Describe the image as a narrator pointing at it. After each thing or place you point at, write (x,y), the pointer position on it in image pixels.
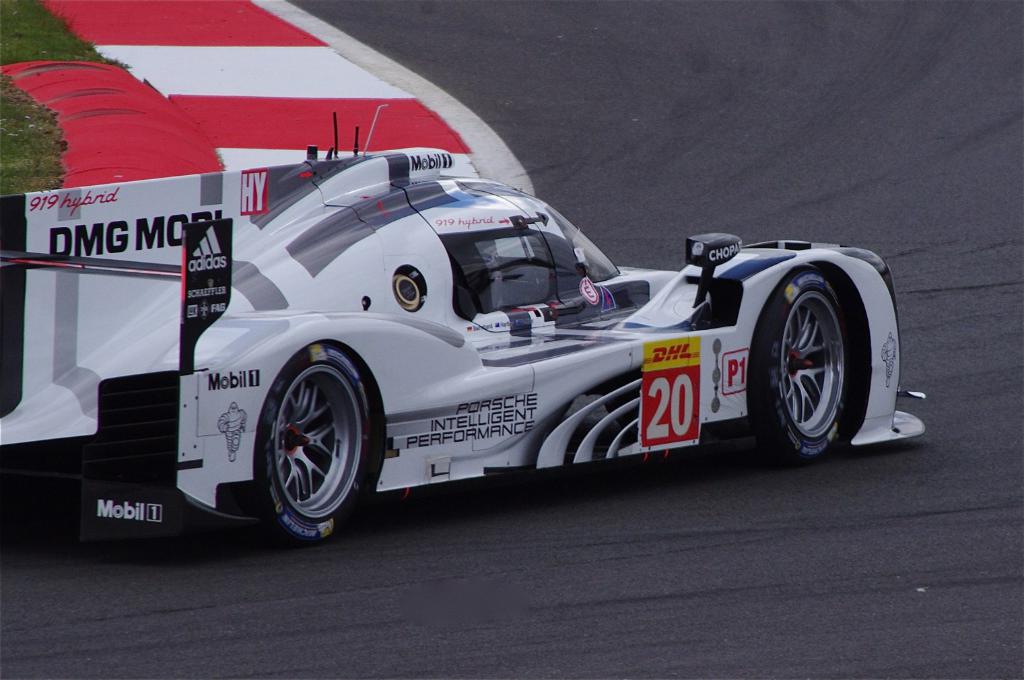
In this image I can see a racing car (462,380) on the road (856,553). On the car (427,386) there is some text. On the left side (50,123), I can see the grass (28,94) and footpath (282,77).
